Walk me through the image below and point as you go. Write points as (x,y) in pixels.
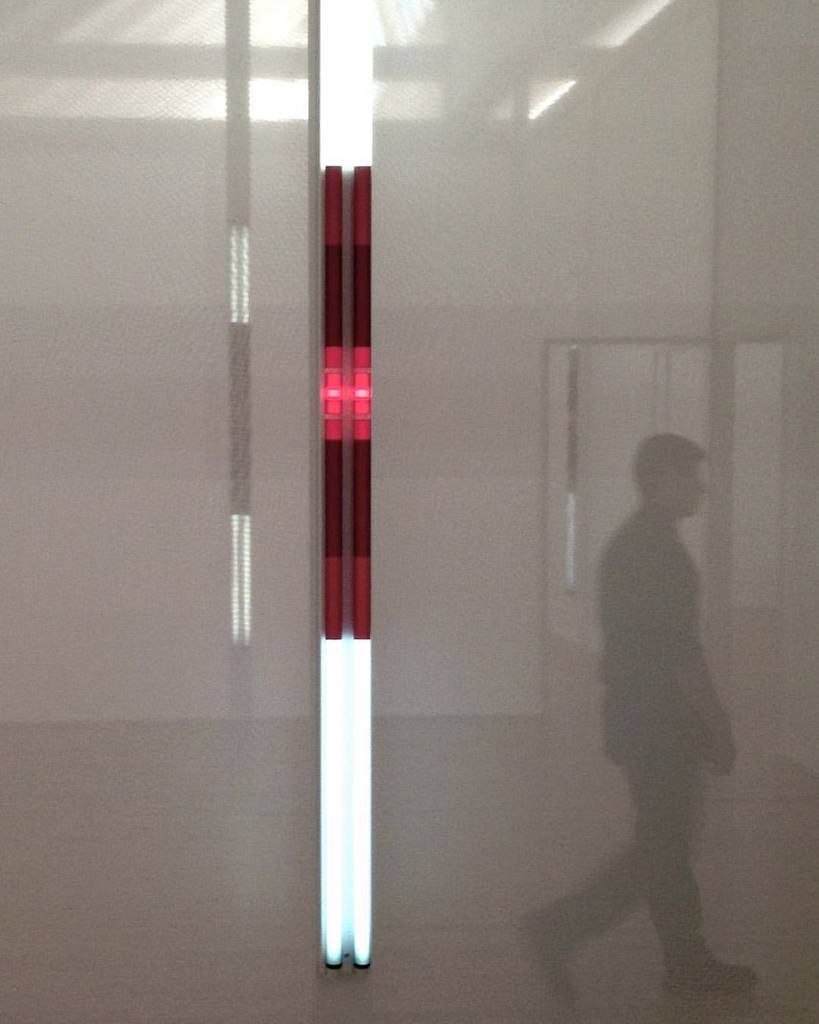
In this image in the center (346,536) there is a light (366,671). On the right side (667,710) there is a person (667,717) walking. In the background (231,404) there is a light (238,386) and there is a door (605,412).
